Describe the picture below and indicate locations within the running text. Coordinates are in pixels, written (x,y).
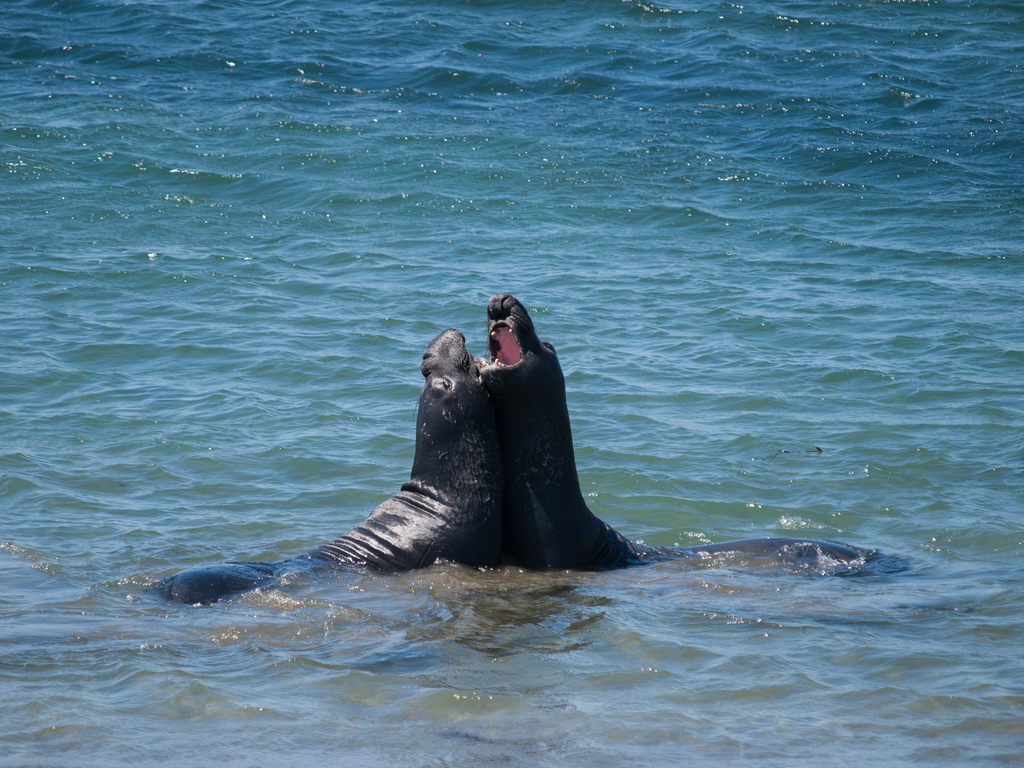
In this picture we can see two sea animals (412,546) facing each other in the water (431,313).
